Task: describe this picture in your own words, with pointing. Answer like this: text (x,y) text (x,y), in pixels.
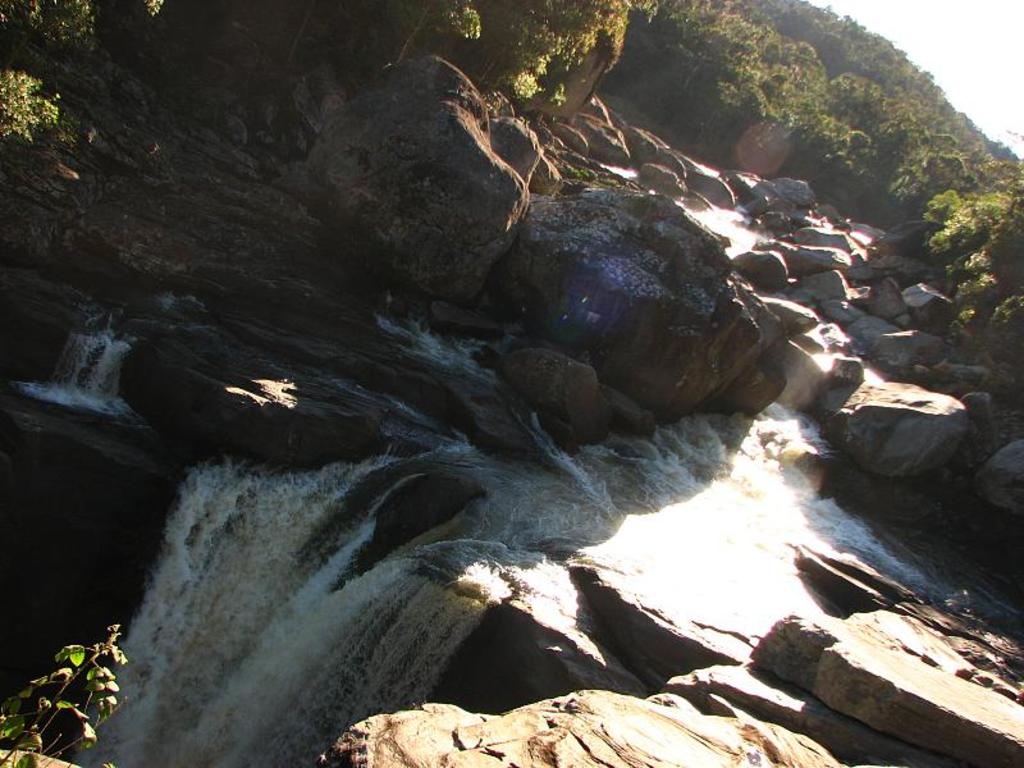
In this picture we can see the waterfalls (691,501), rocks (781,352), trees (924,95) and the sky (978,68).
